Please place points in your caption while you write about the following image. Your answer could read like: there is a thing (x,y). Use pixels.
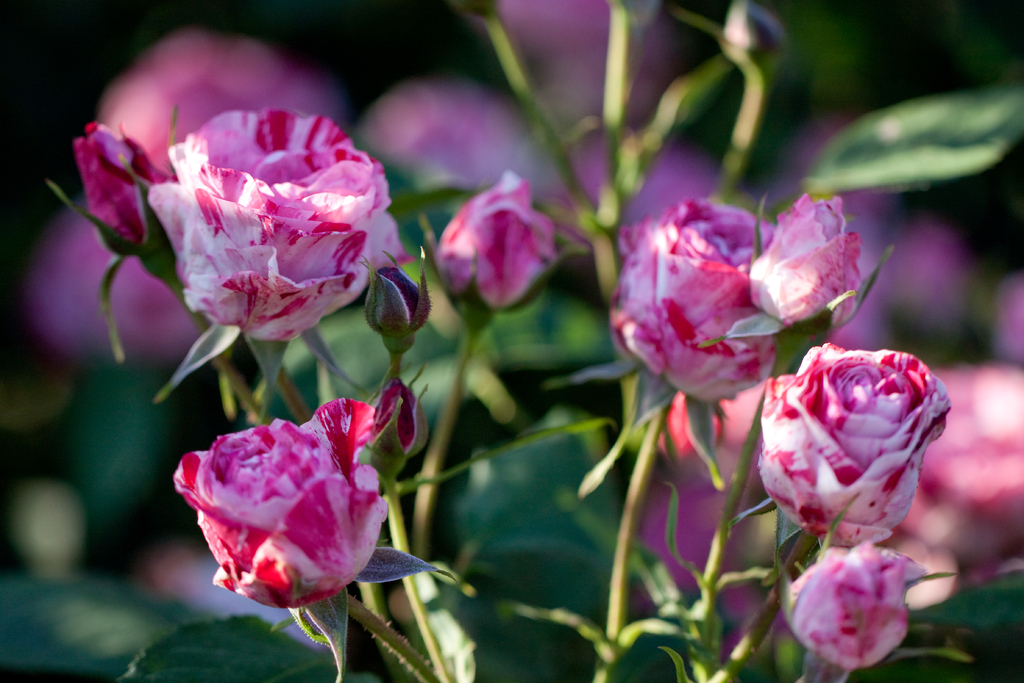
In this image we can see rose flowers (260,228) and buds (420,324) on a plant (469,340). In the background (578,527) it is blur.
